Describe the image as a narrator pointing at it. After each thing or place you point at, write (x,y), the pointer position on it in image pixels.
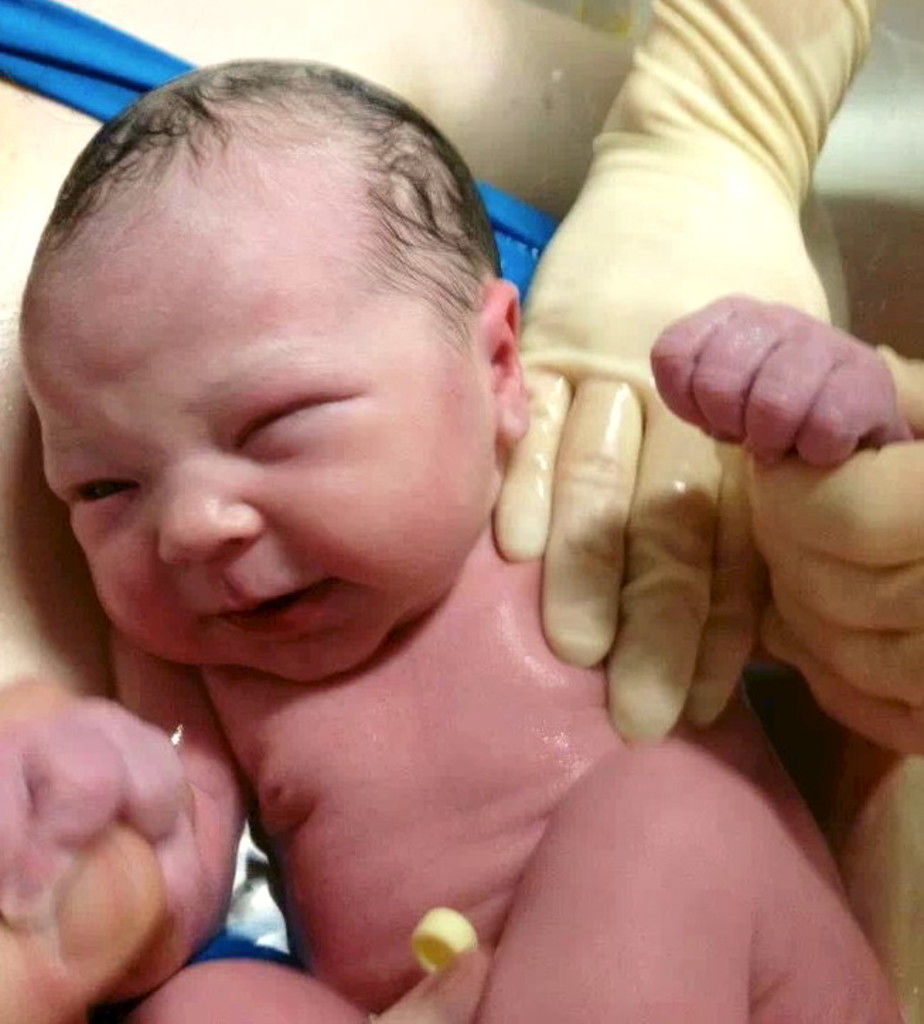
In this image there is a newborn baby (433,780) holding the finger (89,911) of a person (67,956) on the other hand, we can see the hands (728,524) of the other person (715,533).
